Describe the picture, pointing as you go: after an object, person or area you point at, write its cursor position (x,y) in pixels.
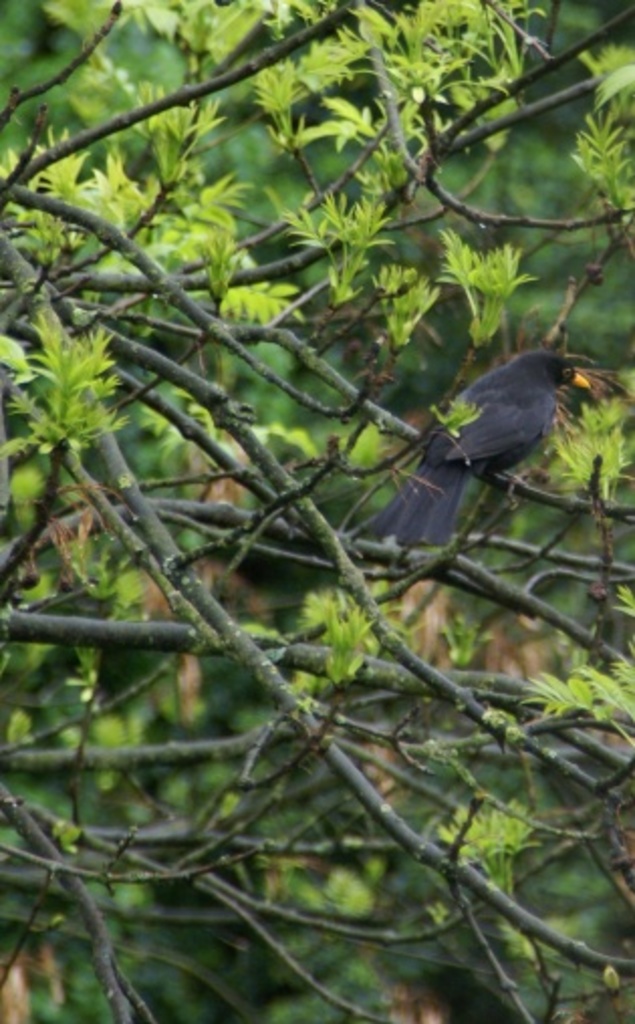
In this given image, We can see few trees (312,126) and blackbird (452,447) sitting on a stem (229,326) of tree (302,341), leaves (468,281).
